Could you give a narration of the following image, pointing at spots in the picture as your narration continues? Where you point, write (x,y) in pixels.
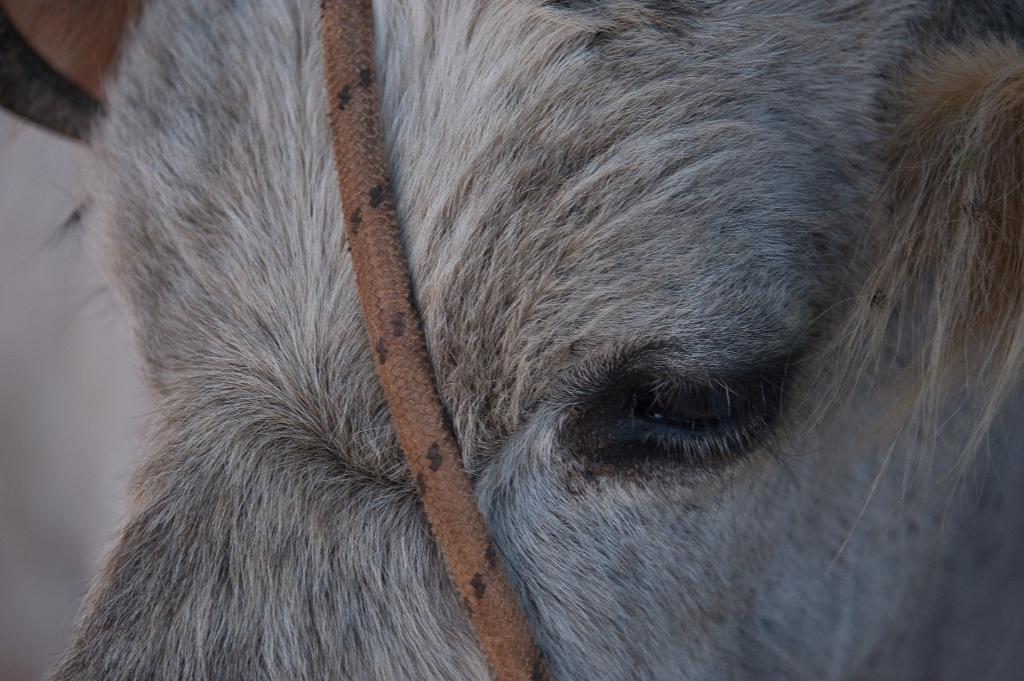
This image consists of a face (467,398) of an animal (328,433). There is a rope (336,111) in the middle (361,281). It is in brown color. Only an eye (600,377) is visible.
